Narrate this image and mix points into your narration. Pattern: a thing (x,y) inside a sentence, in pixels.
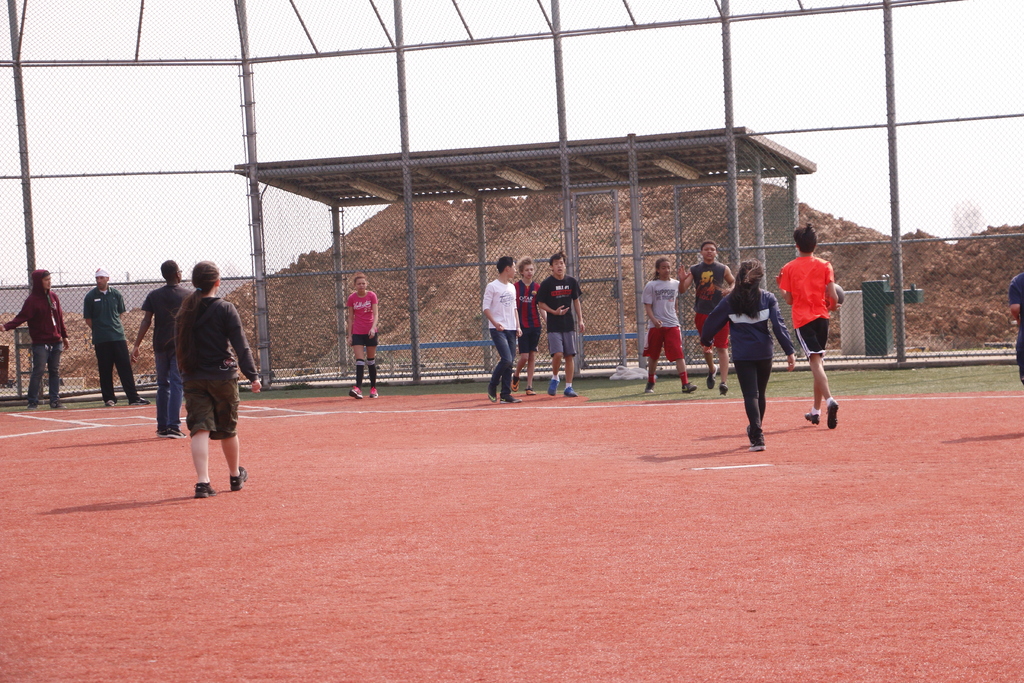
Here people (752,432) are walking in the ground (586,494), this is fencing (528,247), this is sky (522,73).
